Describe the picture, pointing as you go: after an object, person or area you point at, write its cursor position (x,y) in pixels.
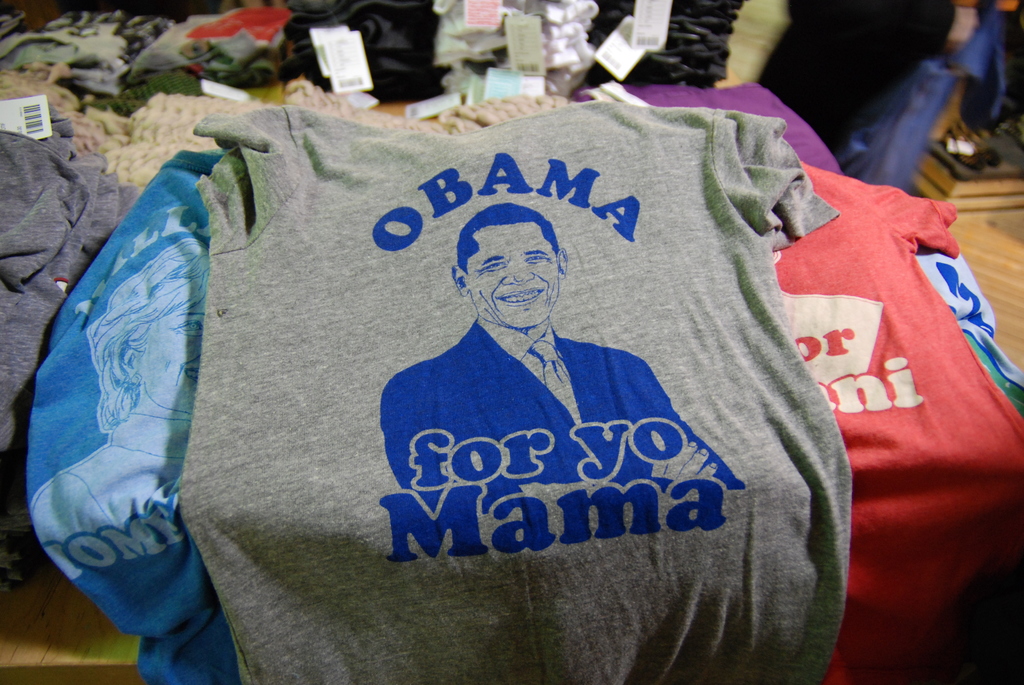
In this image there are some t shirts (755,331) as we can see there is a picture (544,378) of a person (544,395) in middle of this image (519,314) and there is some text (398,244) written on it.
